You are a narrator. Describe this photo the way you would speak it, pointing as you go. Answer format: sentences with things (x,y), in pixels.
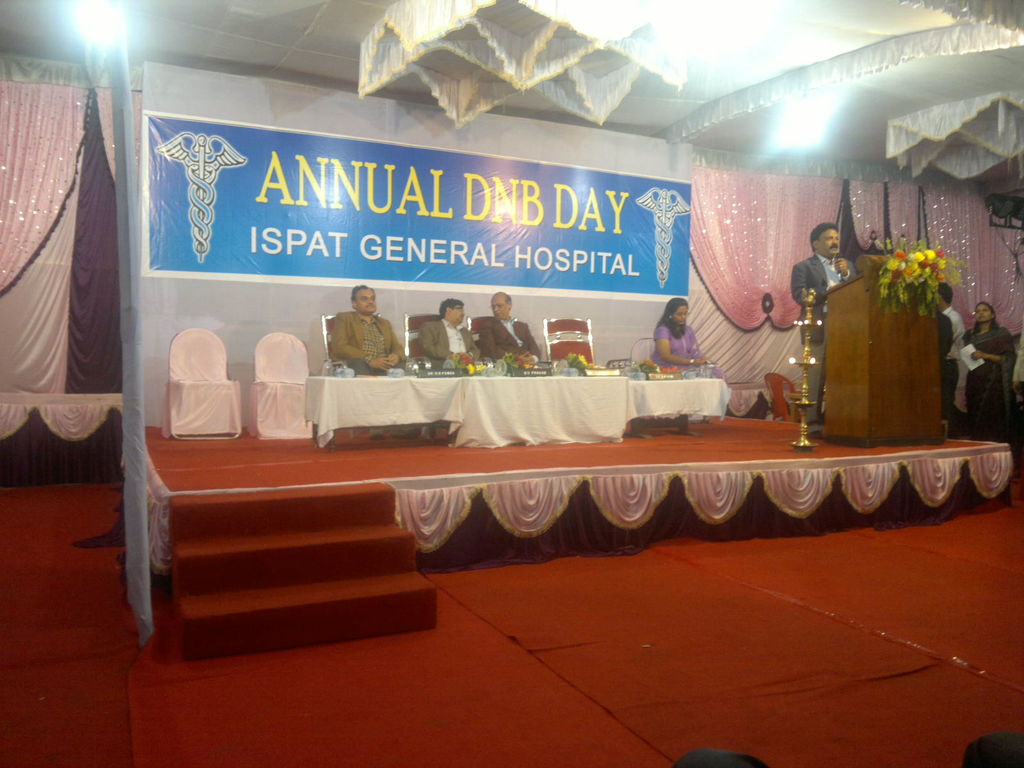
In this image there are a few people (693,361) sitting on the chairs (571,340), which is on the stage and there is a table (616,382) with some stuff (484,367) on it, beside them there is a person (826,235) standing on the dais (847,292), beside him there is a lamp (804,366). On the right side of the image (985,339) there are a few people (998,339) standing. In the background (660,224) there are curtains (835,221) and a banner (504,195). At the top of the image (635,36) there is a tent (661,69).
